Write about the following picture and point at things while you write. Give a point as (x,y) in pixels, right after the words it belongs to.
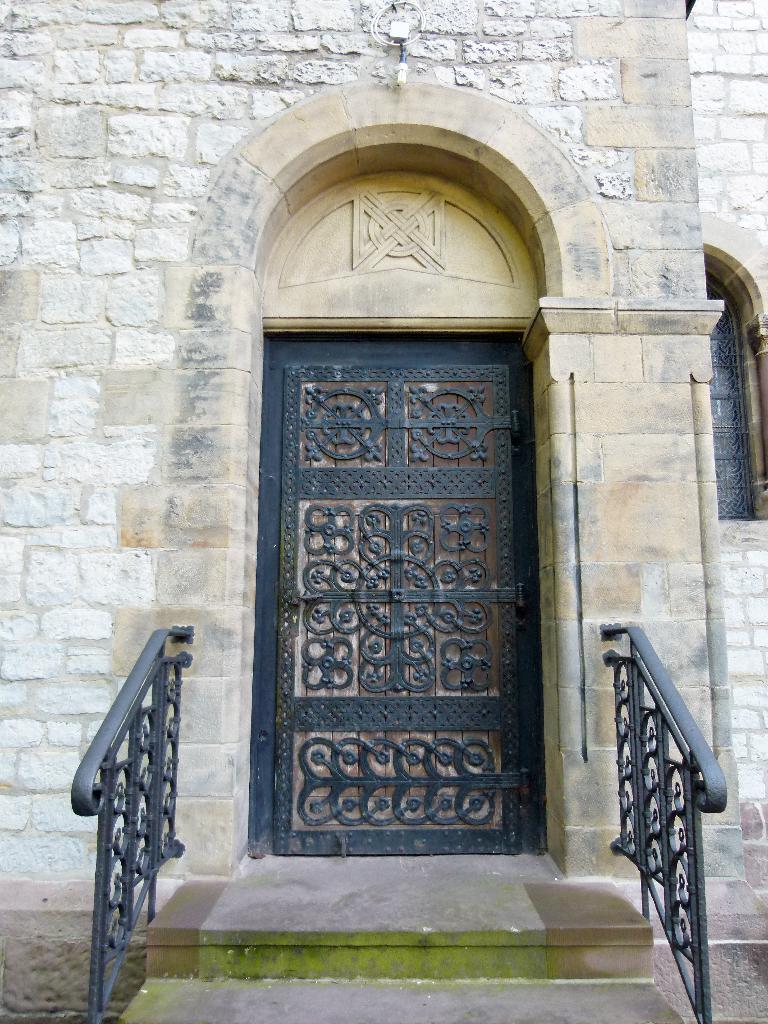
In this image in the front (153,731) there are steps (406,931) and railings (699,868). In the background (532,656) there is a door (419,537) and there is a wall (472,289) and there is a window (748,387).
